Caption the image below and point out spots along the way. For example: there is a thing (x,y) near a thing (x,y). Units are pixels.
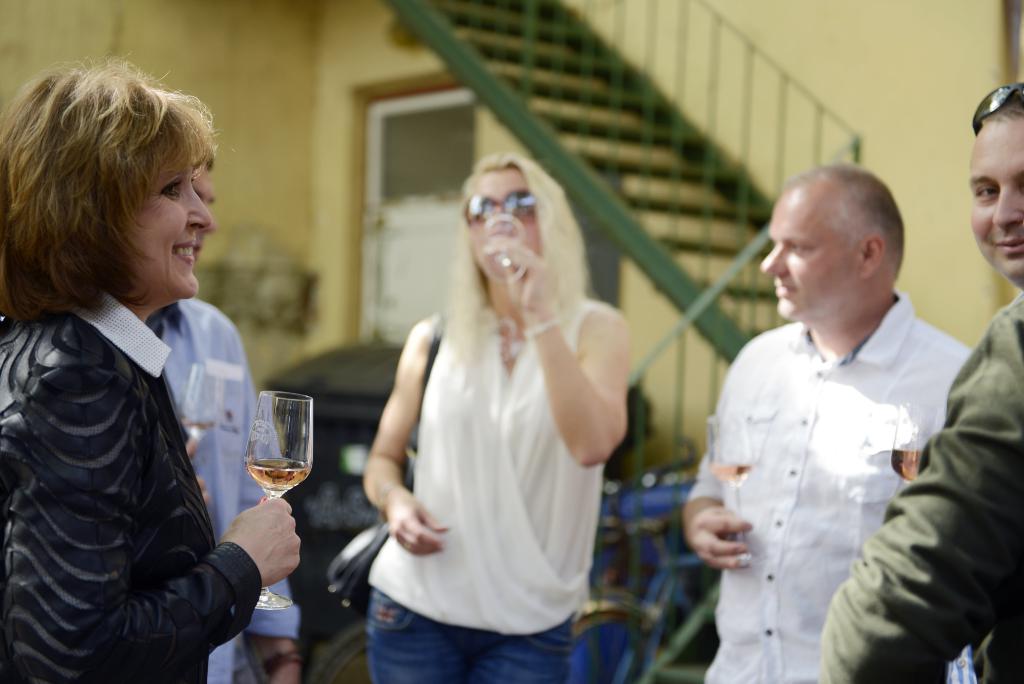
This picture contains five people (419,412) and all of them are holding glasses (291,460) containing cool drink (281,481) in their hand (276,506). Some of them are smiling. Behind them, we see a staircase (672,120) in green color and beside that, we see a yellow color wall (279,172) and a white door (416,264). Behind them, we see bicycles (601,517) parked. In the background (451,165), it is blurred.
